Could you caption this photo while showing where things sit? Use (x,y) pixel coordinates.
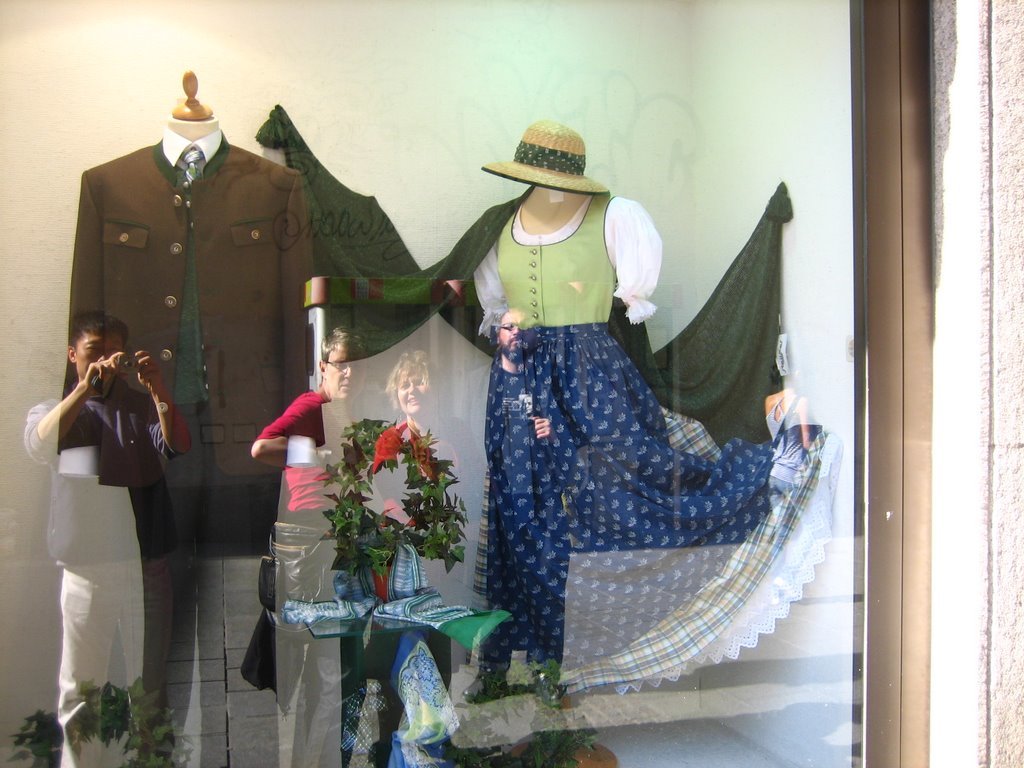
In this image, we can see people reflections (337,554). There are mannequins (153,219) in front of the wall (424,173). There is a floral wreath (452,504) in the middle of the image (446,493).
